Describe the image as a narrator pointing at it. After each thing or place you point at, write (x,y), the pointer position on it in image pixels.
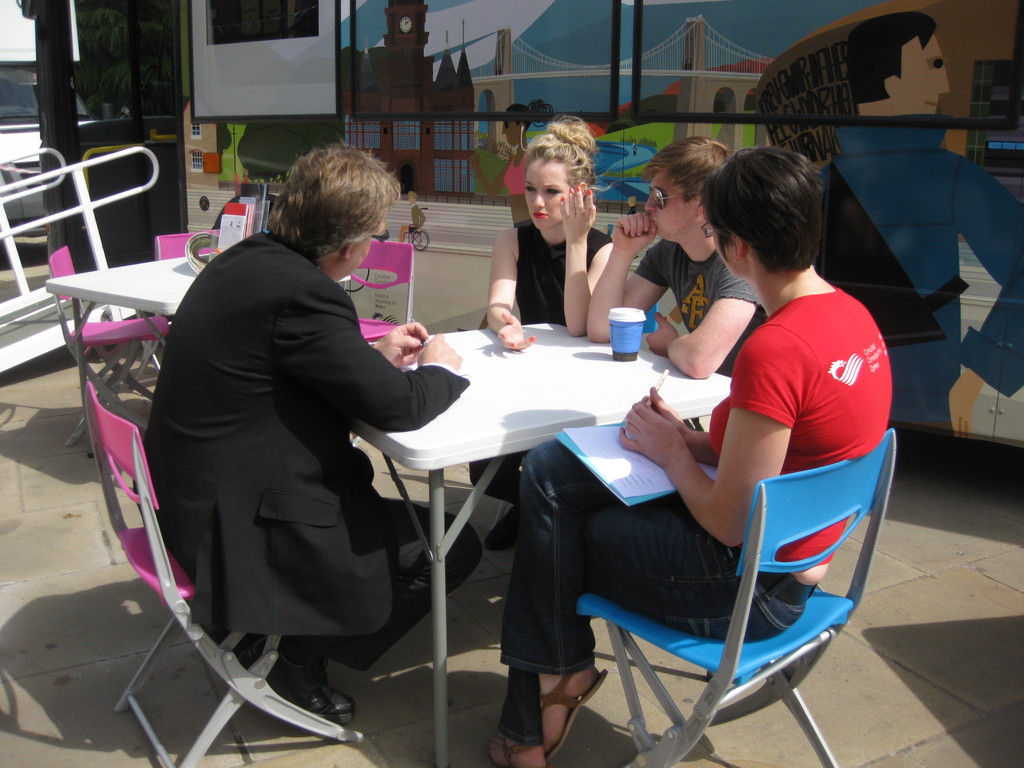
This is the picture outside of the house (348,40). There is a table (510,359). They all are sitting in a chair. There is a glass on a table (498,389). On the right side (768,258) we have a person (660,413). She is holding pen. We can see in the background (475,139) there is a number of paintings (351,144).
